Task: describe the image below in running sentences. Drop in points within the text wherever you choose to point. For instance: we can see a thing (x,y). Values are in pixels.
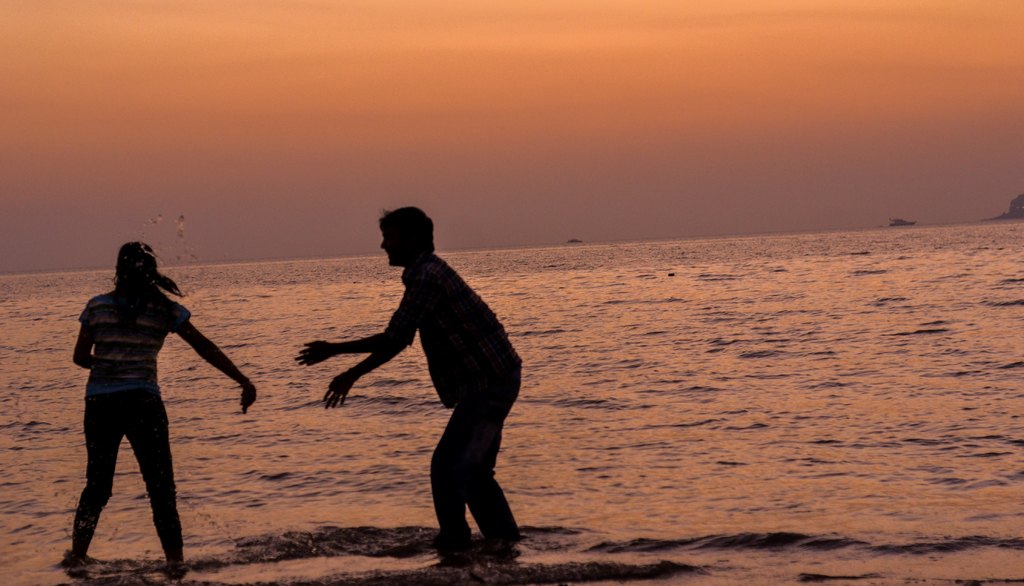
In this picture we can see 2 people (170,536) standing on the water (369,536) and playing with it. The sun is setting.
